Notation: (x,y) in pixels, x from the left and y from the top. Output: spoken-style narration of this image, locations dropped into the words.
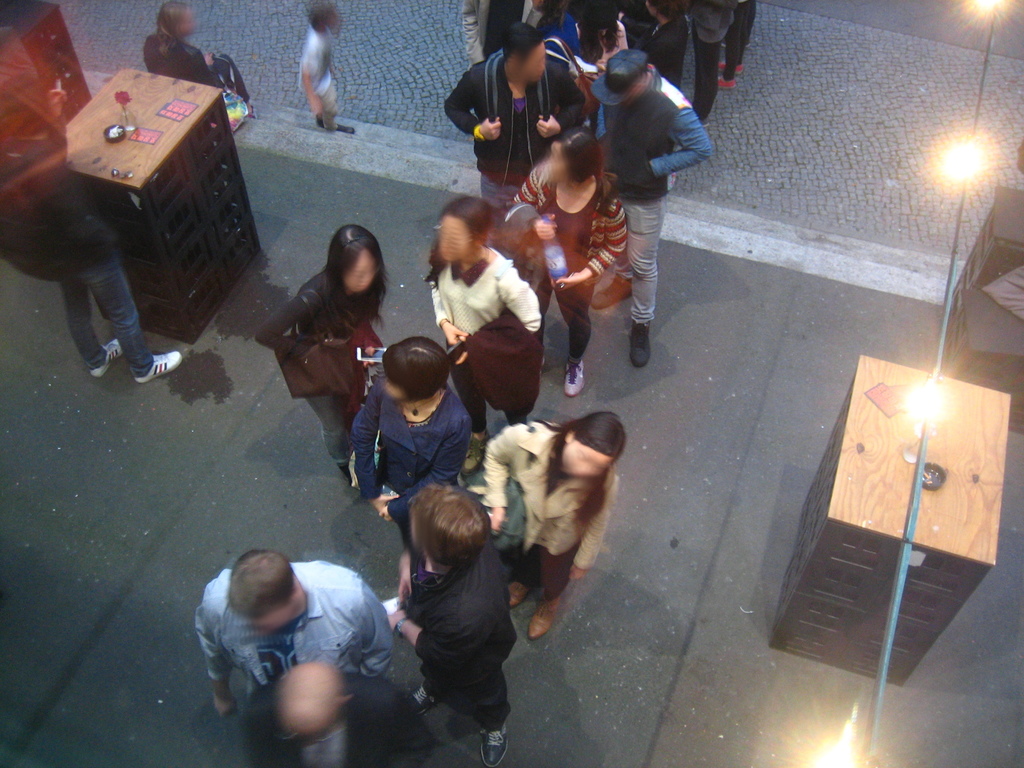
In this picture we can see some persons (322,435) standing in queue. Beside there is a boy (142,348) standing near the table (227,227). Behind we can see a small boy (324,96) standing on the steps (346,138). In background (345,45) we can see some cobblestone (380,62) on the ground (391,68).
